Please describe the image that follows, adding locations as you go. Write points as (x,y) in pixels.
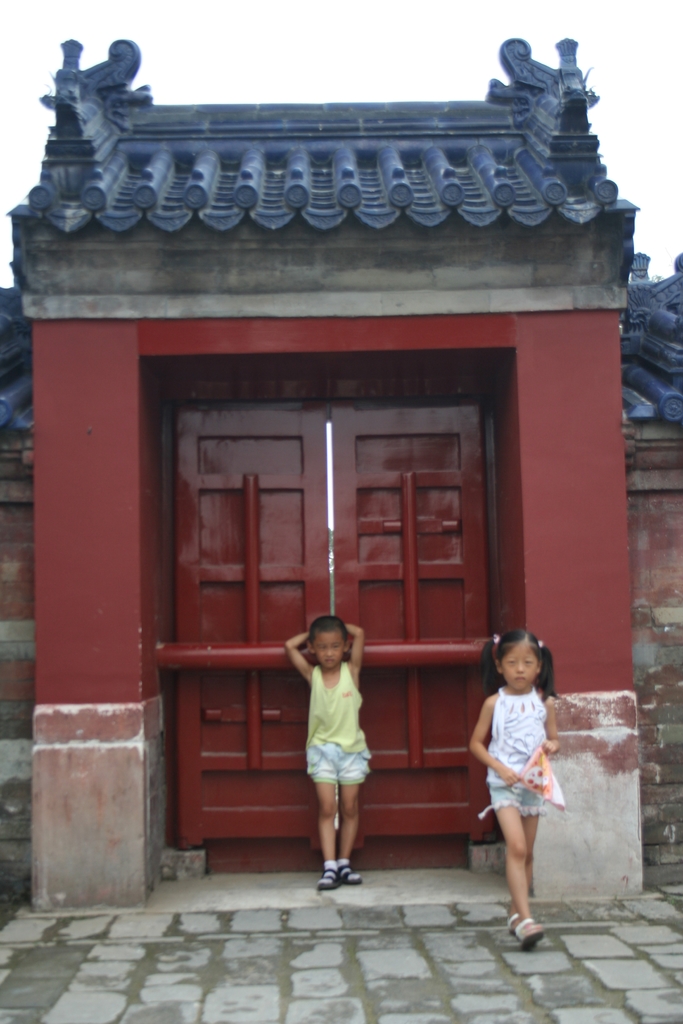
In this picture I can see a door (363,510) in front of it two kids (502,737) are standing.
